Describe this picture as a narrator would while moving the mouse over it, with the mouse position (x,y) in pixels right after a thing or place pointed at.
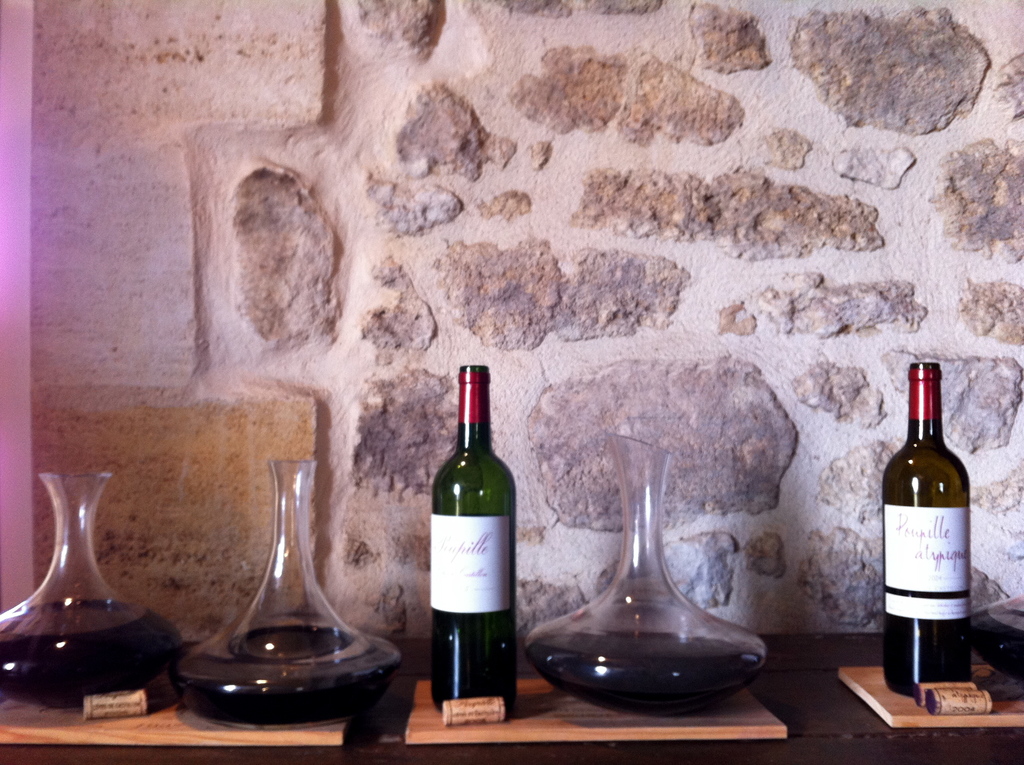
In this image i can see 2 wine bottles (935,626) and few jars (264,637). In the background (179,468) i can see a wall (584,279).
